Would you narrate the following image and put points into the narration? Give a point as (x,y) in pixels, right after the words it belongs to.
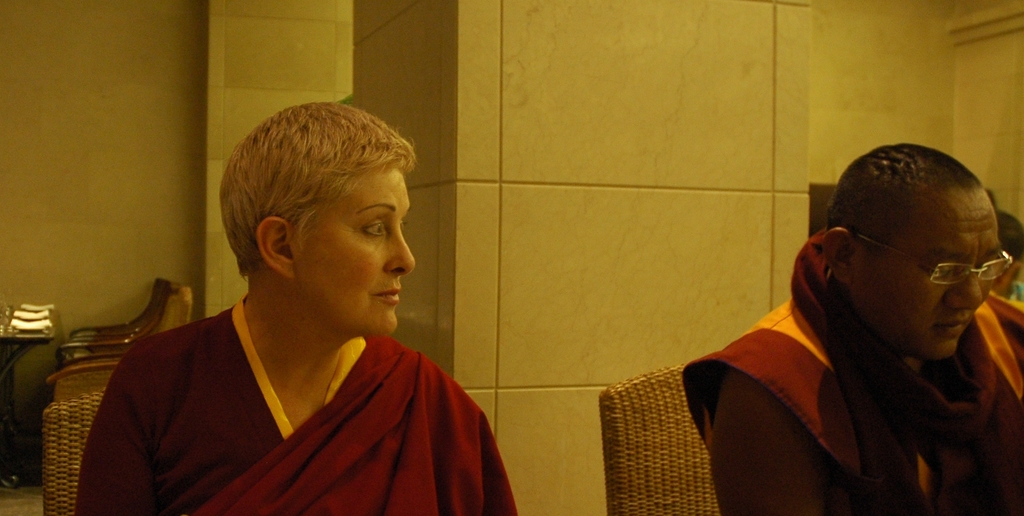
In the background (498,132) we can see wall (533,165). We can see table (22,338) and chair (82,351), on the table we can see objects (34,329). We can see two people (429,388) sitting on the chairs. On the right side of the picture (905,325) we can see a person (1003,312) wearing spectacles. We can also see another person (1010,224).
